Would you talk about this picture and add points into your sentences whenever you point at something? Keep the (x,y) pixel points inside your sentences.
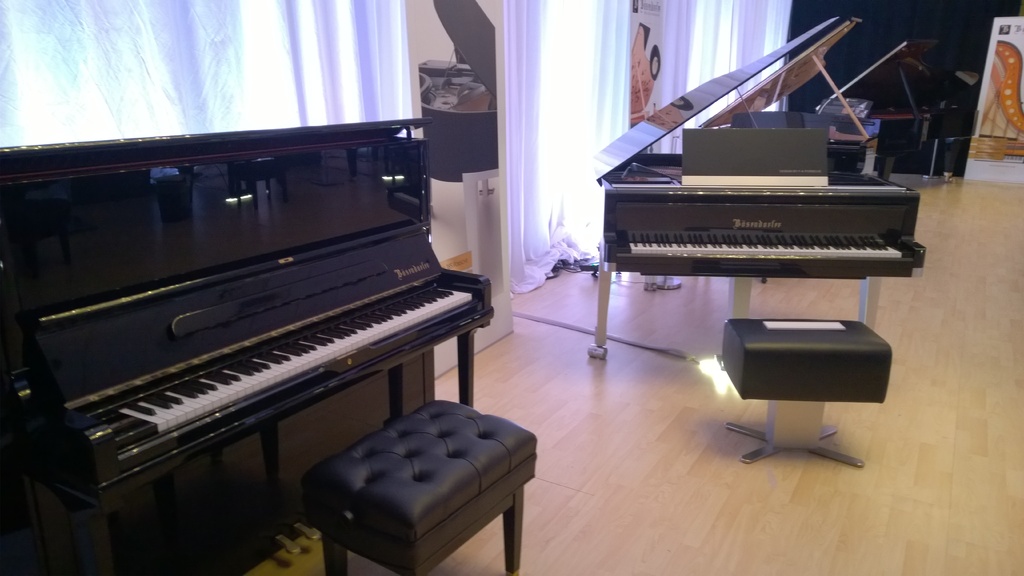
In the center (666,213) we can see piano (784,232) and in front we can see stool (855,382). And on the left (281,267) we can see another musical instrument (276,381). And coming to background (646,25) there is a curtain (570,111), wall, banner (991,99) etc.
